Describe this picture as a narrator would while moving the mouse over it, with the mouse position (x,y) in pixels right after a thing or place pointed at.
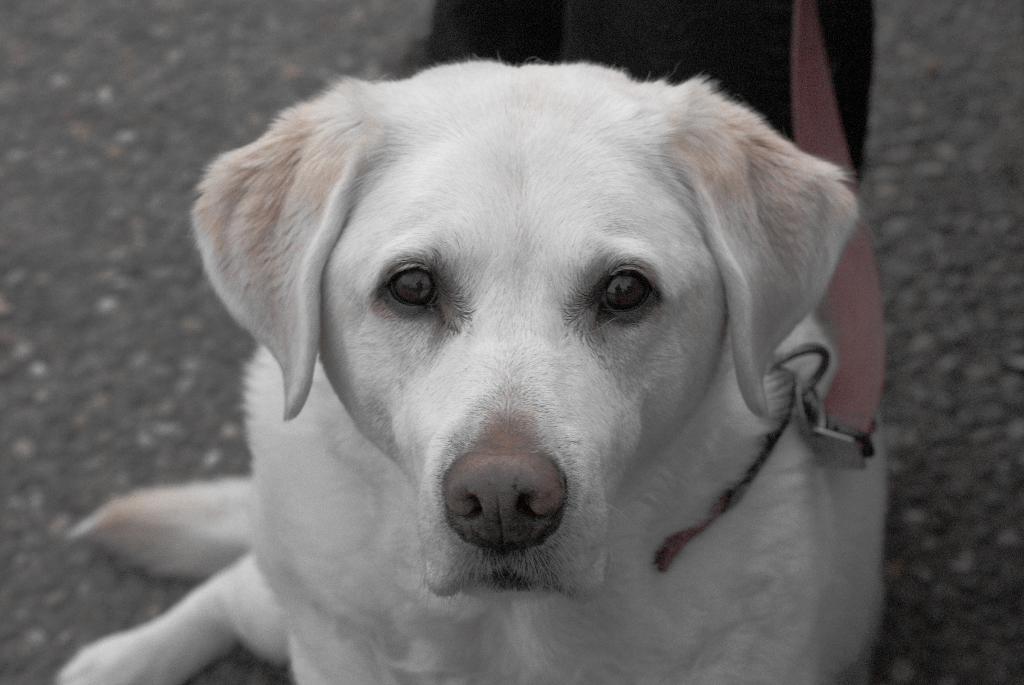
In this image there is a dog (577,380) truncated, there is a leash (802,79), there is a person (704,70) truncated, there is a road (115,269).
